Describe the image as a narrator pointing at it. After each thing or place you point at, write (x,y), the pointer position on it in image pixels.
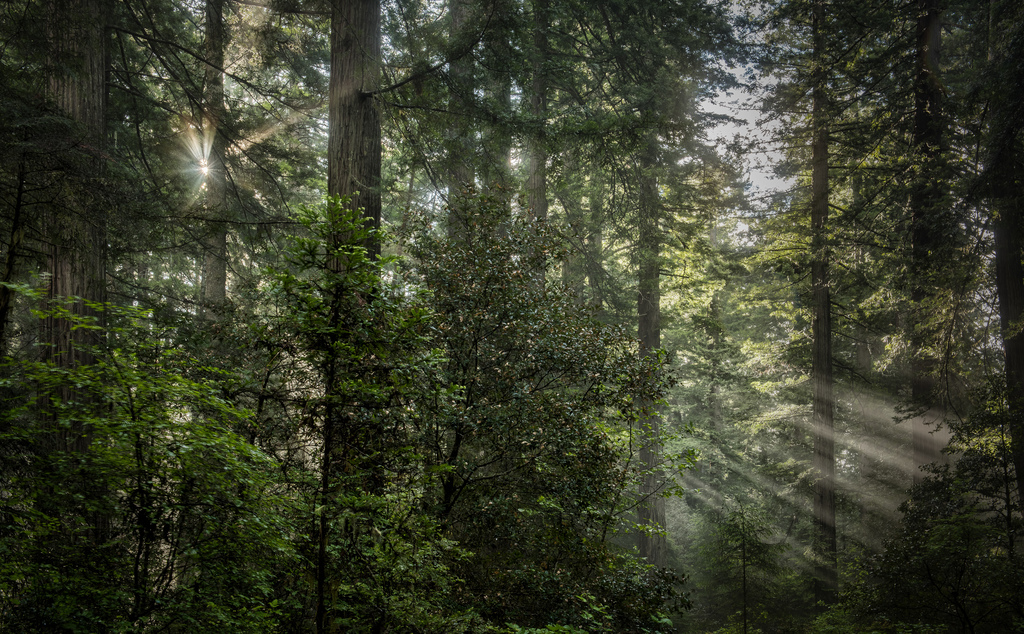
In this image there are trees (443,324).
